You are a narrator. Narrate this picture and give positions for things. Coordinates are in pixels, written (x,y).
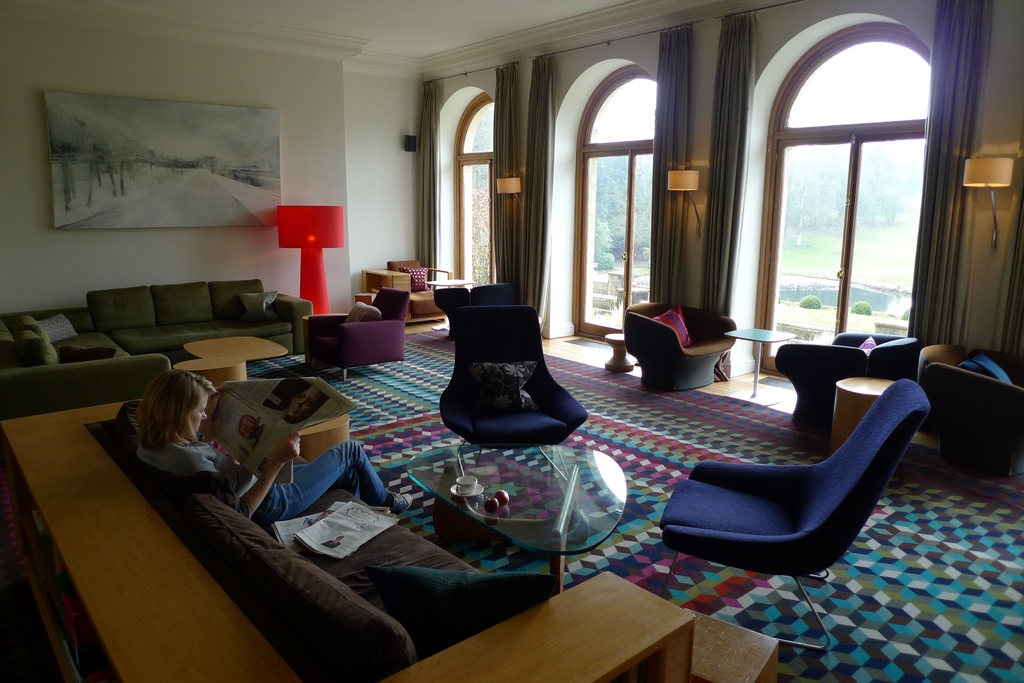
In the room (218,505) there are some sofas (264,542). A lady (194,466) is sitting on a sofa (316,553). There are some pillows (416,590) on it. In front of her there is a table (552,501) and blue color chairs (520,441). And to the left side (194,213) we can see a painting (163,153) on the wall (271,240). And a red color lamp (321,239) and curtains (652,199), windows (837,248) and doors (626,257).
